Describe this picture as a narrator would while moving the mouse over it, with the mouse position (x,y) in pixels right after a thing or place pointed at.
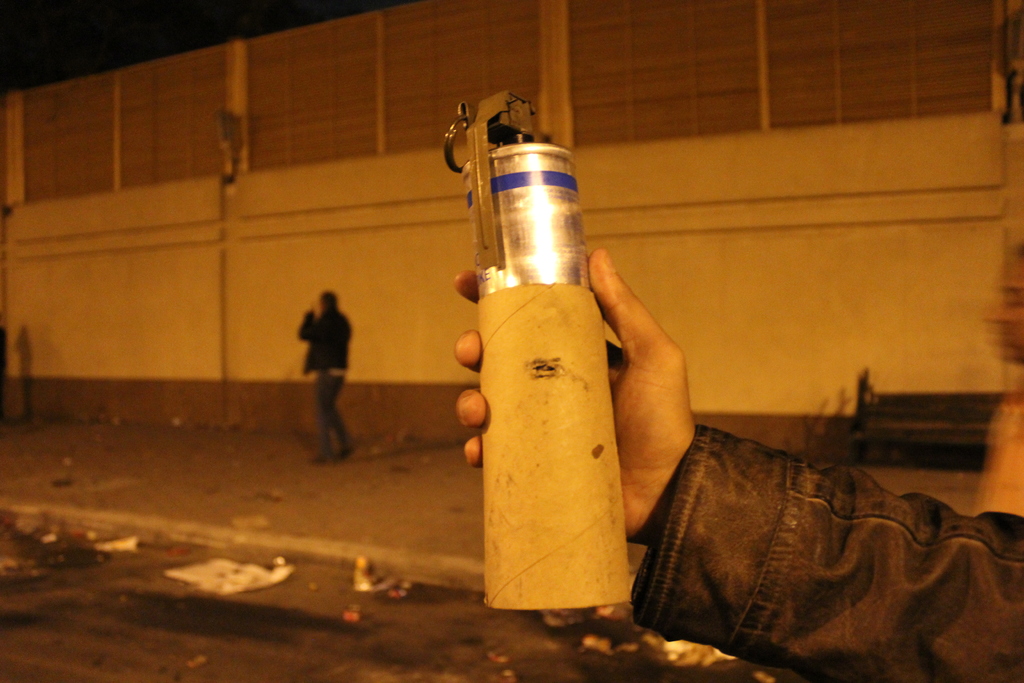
At the right bottom of the image (721,546) there is a person hand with a black jacket (699,513) is holding the steel bottle (524,373) in the hand (658,477). Behind the hand (635,419) there is a person (343,366) standing on the footpath (345,460). In the background (129,413) there is a wall (223,192).
